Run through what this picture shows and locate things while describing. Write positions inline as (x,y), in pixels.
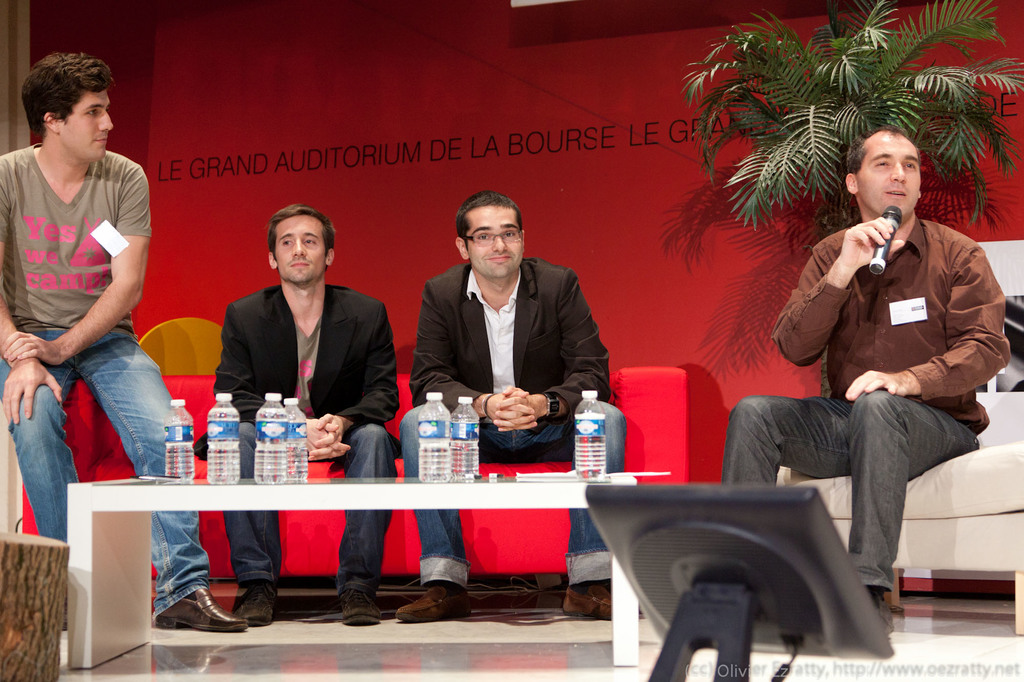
In this image there are 4 persons (41,127) sitting in a couch (843,487), 1 person (791,419) holding a microphone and talking, and on table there are water bottles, and the back ground (689,247) there is wall (442,189) or hoarding (422,213), a plant (881,116).
